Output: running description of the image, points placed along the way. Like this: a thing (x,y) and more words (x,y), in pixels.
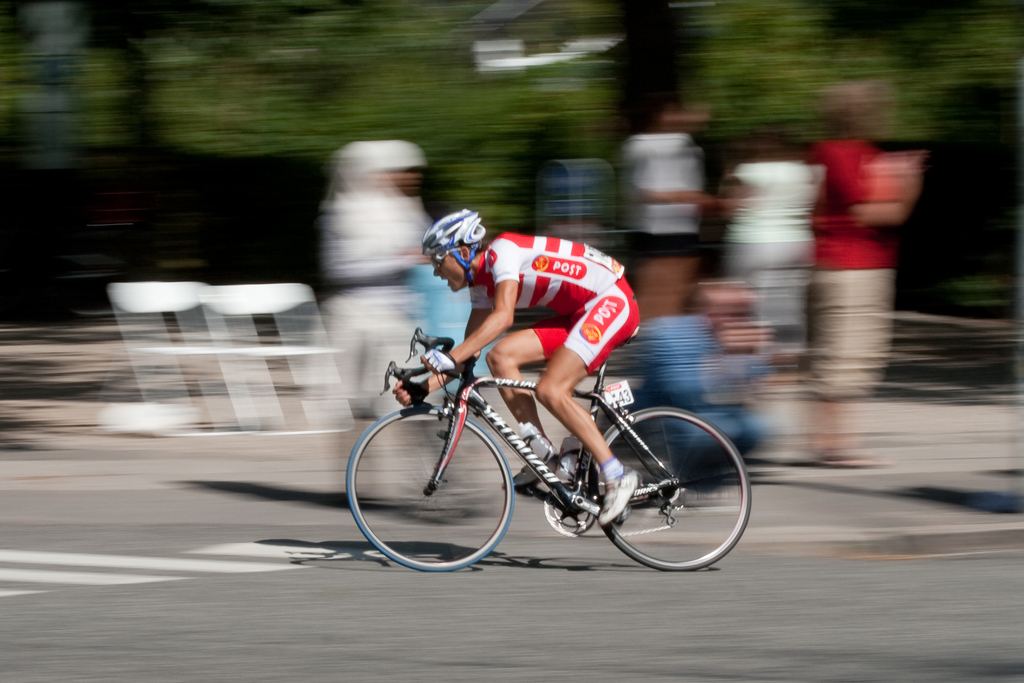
In this image, we can see a person (580,361) is riding a bicycle (579,526) on the road (552,578) and wearing a helmet (447,247), goggles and gloves (445,364). Background (320,416) there is a blur view. Here we can see few people (379,328), trees (667,76) and some objects (224,366).
